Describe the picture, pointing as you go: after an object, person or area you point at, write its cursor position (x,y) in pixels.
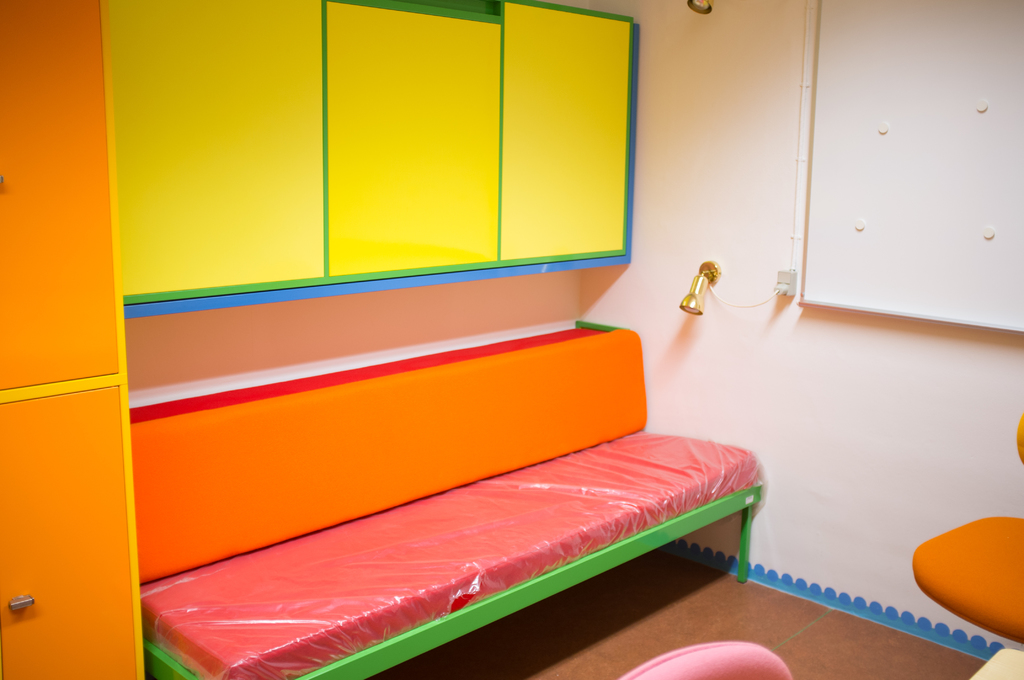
In this image we can see a sofa (564,443), cupboards (274,246), light (694,304), chairs (973,558), board (894,259) and wall (668,194).
